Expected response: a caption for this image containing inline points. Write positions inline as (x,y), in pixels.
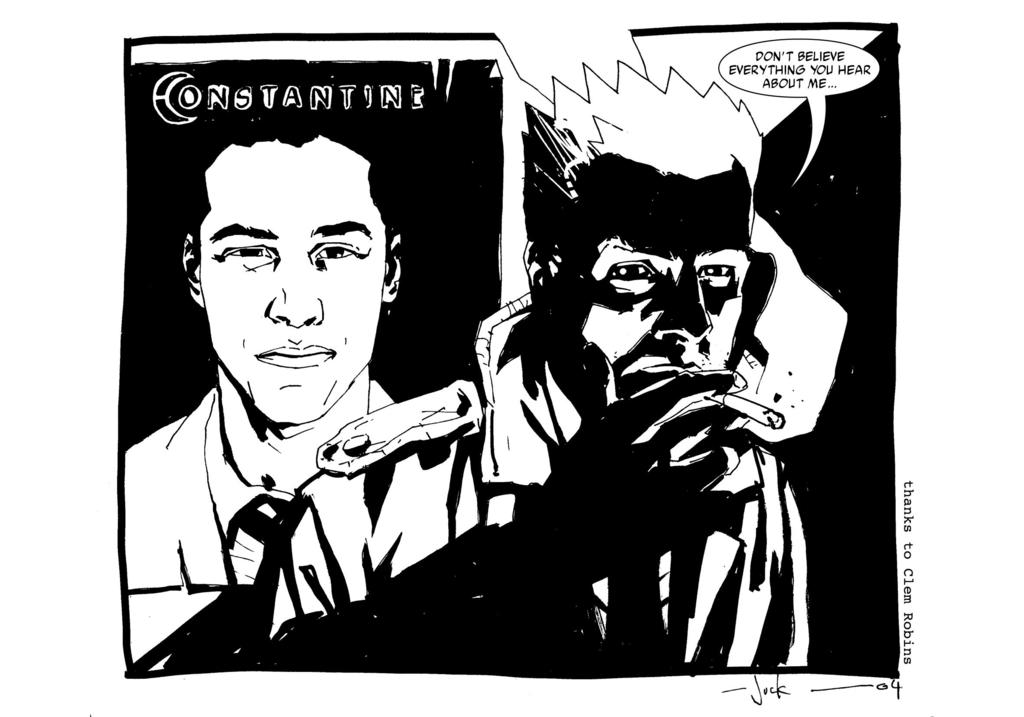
In this image I can see the comic (429,362) and I can see two persons (324,339) and something is written on it.
